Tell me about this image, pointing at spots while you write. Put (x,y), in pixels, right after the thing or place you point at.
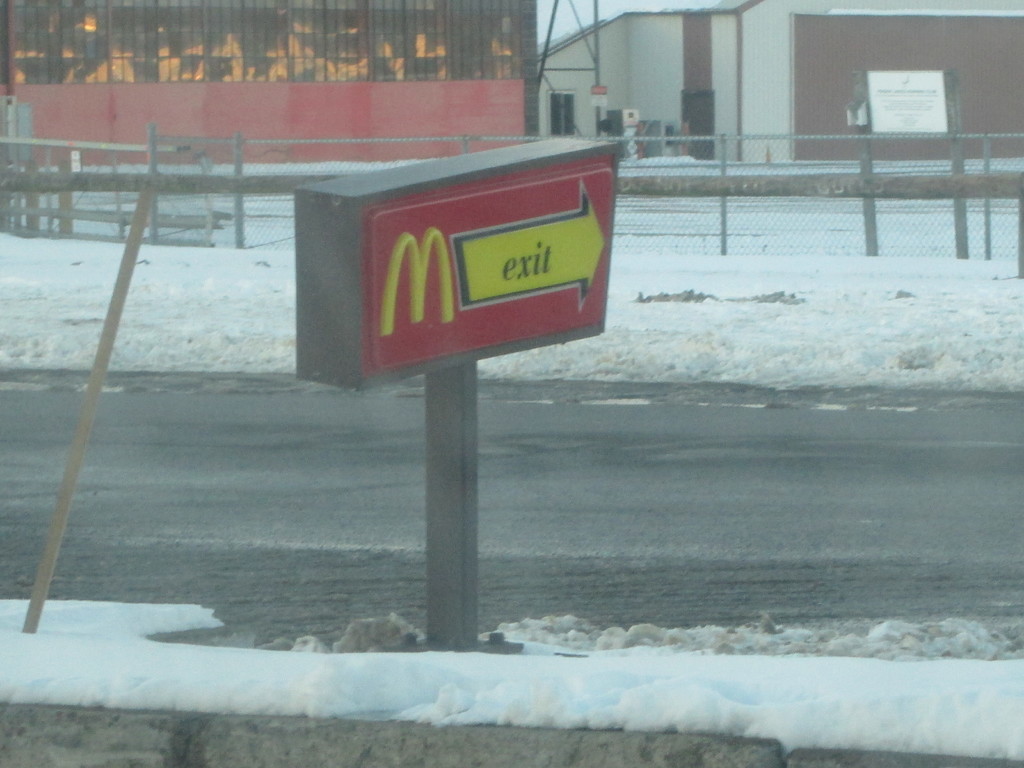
In this image I see a board (456,210) on this pole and I see something is written over here and I see the road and I see the white snow (108,278). In the background (92,196) I see the fencing (152,182) and I see few buildings (661,62).
